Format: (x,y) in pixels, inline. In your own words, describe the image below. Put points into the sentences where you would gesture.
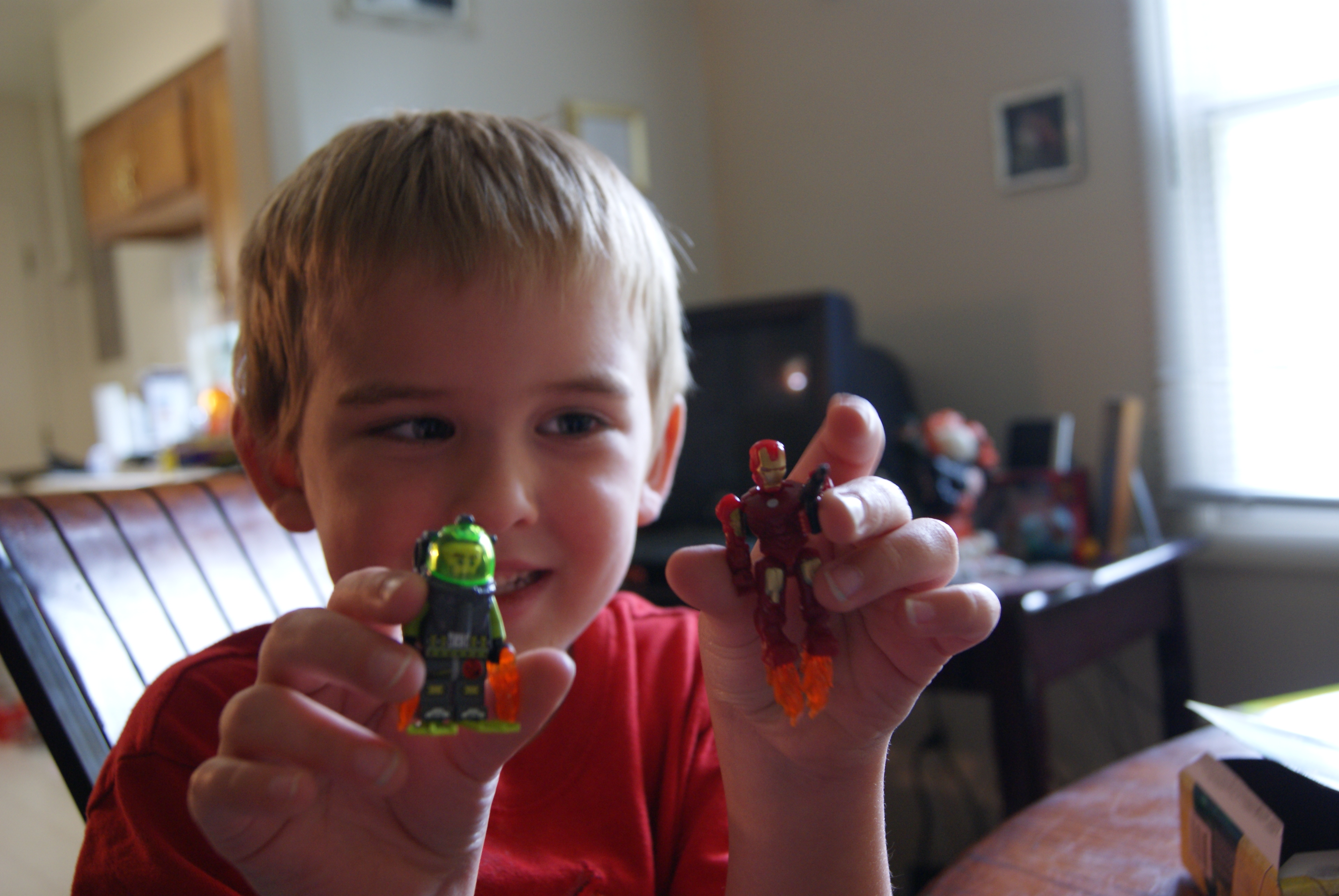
This image is clicked the inside a room (581,546). There is chair (243,587), table (1022,715), a kid (573,503) who is holding 2 cartoon toys (810,635). There is a photo frame (1035,141) on the top (1081,163). There are Windows (1195,211) on the right side (1222,333). On the table (1130,780) there is a box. Behind the boy (949,554) there is television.
